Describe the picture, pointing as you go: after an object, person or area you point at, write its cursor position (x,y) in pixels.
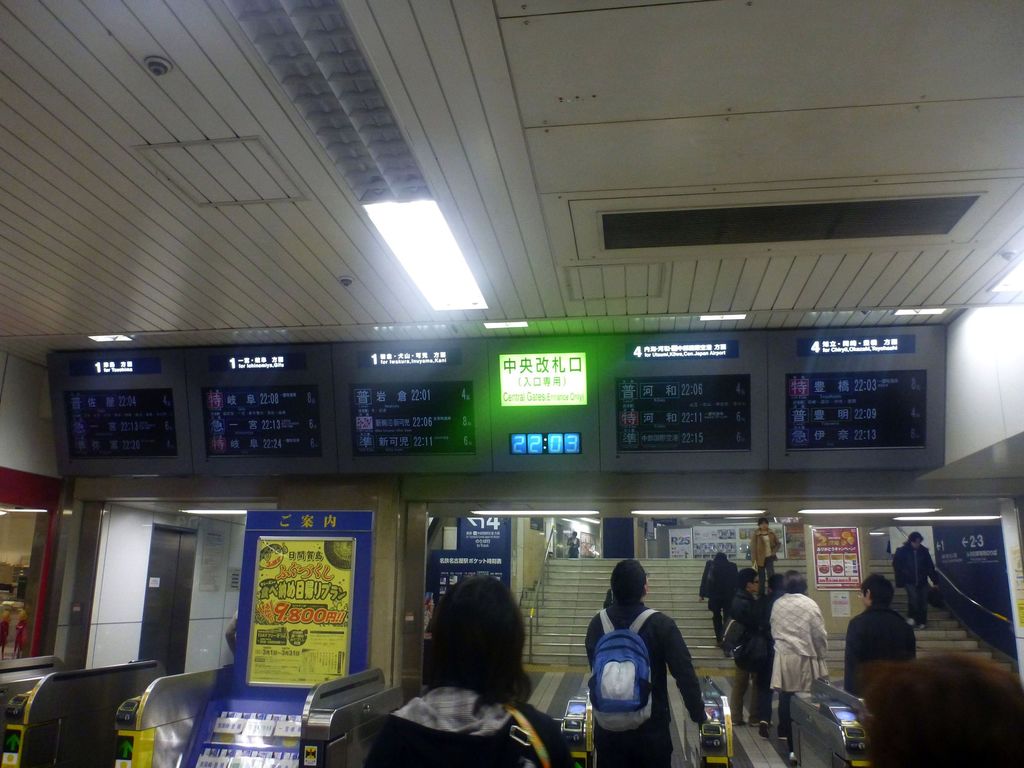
In this image I can see people (668,632) are standing. This person (658,675) is wearing a bag (628,666). In the background (587,567) I can see steps (615,563), boards (623,413) which has something written on it, lights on the ceiling (412,272) and some other objects (225,700).
